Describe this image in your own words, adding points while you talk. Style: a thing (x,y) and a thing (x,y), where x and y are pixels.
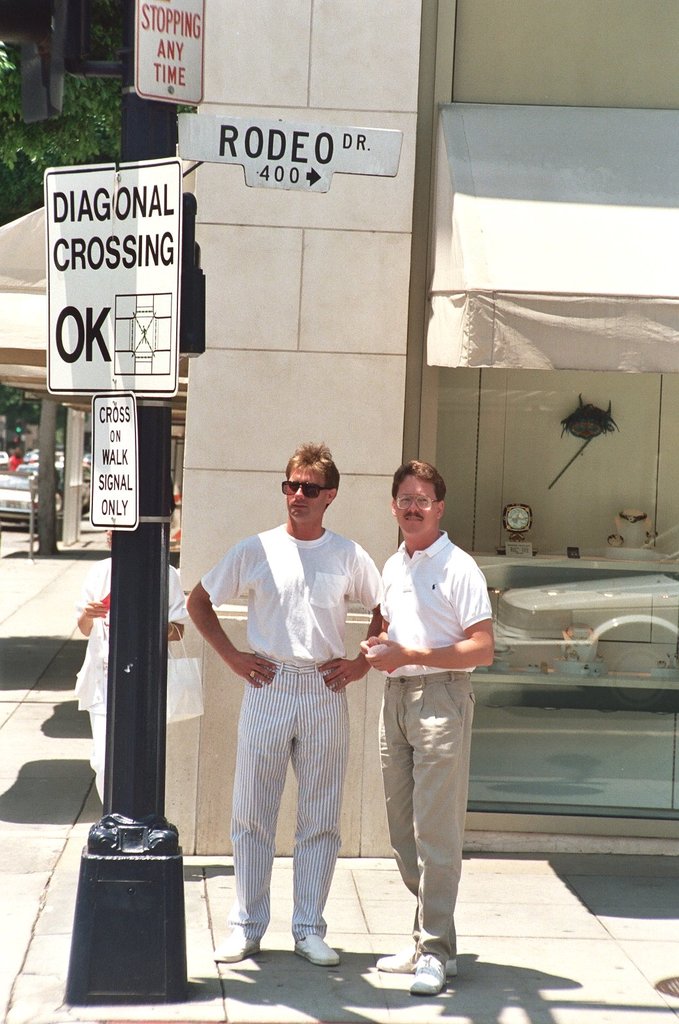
In this picture I can observe two men (254,707) standing in the middle of the picture (349,572). On the left side (112,943) I can observe a pole (132,747) to which white color boards (135,162) are fixed. Behind them I can observe a building (359,59).
